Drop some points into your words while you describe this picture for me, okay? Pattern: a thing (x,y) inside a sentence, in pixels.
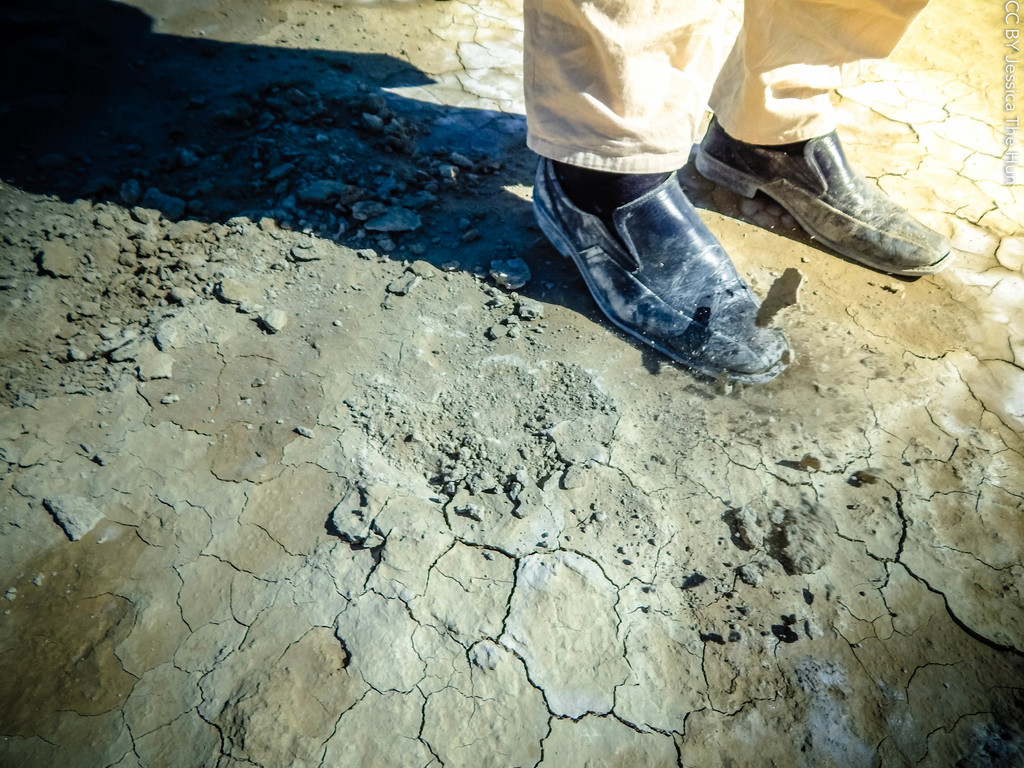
In this image I can see the person (712,105) standing and the person (637,62) is wearing cream color pant (619,91) and black color shoes (718,251) and the floor (380,291) is in gray and brown color.
